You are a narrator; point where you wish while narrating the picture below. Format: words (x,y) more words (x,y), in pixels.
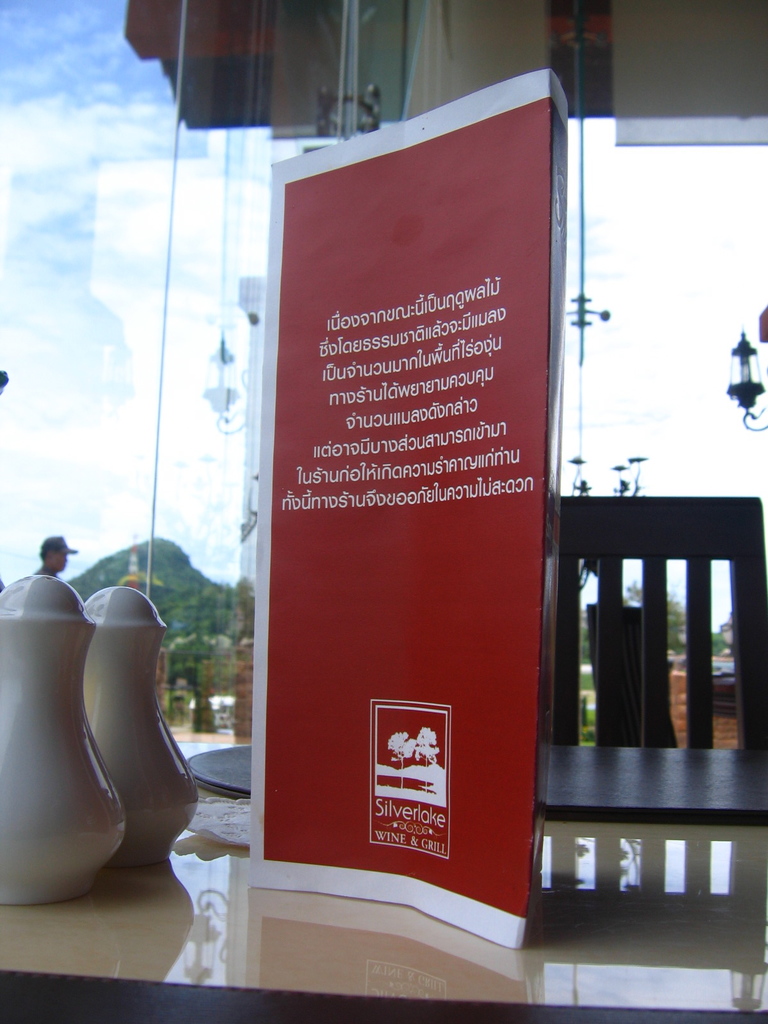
In the center of the image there is a table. On the table (244,989) we can see board (403,617), jars (36,627) are there. In the background of the image (622,519) we can see person (65,549), hills (143,564), lights (750,404), chair (623,617), glass door (227,331), roof (738,100) are there. At the top of the image (56,103) clouds (125,143) are present in the sky (174,522).
